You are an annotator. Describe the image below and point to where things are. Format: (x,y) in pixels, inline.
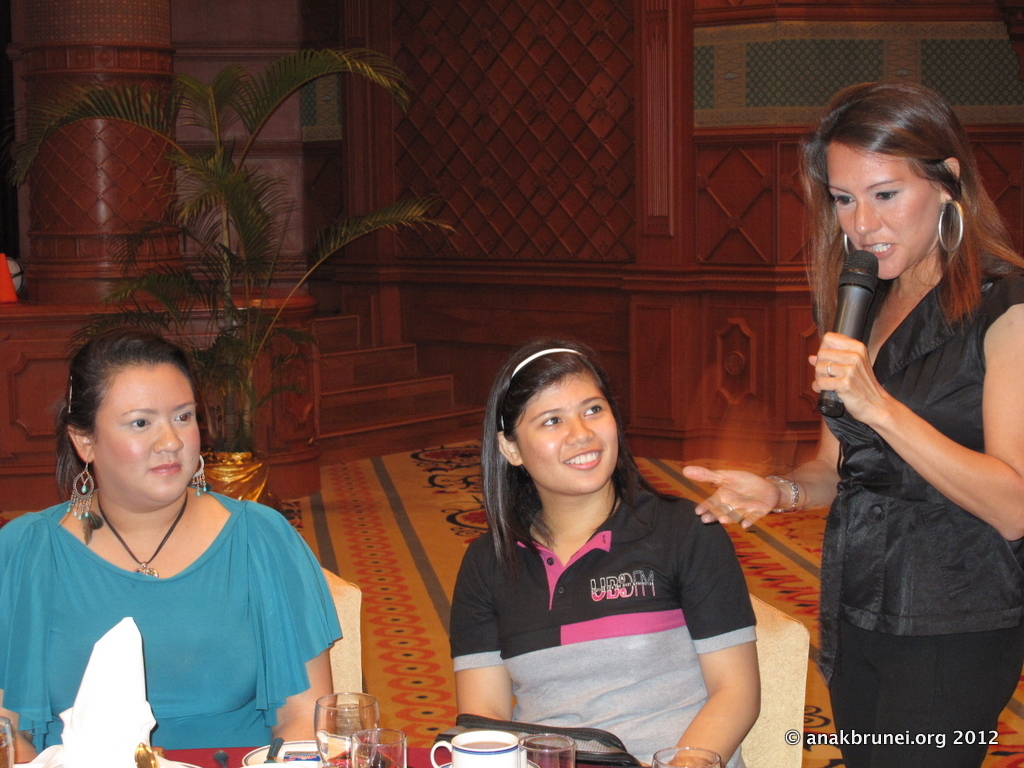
On the left side (201,592), there is a woman (223,619) in blue color t-shirt (214,623) sitting on a chair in front of a table (202,767) near another woman (608,564) who is sitting on another chair (765,696) in front of a table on which, there are glasses (540,743), a cup (489,735) and other objects (537,728). On the right side (1023,565), there is a woman (922,282) in black color dress (979,605) holding a mic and speaking. In the right bottom corner (825,743), there is watermark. In the background (401,463), there is a carpet (421,504) on the floor (396,493) and there is wall (268,291).
